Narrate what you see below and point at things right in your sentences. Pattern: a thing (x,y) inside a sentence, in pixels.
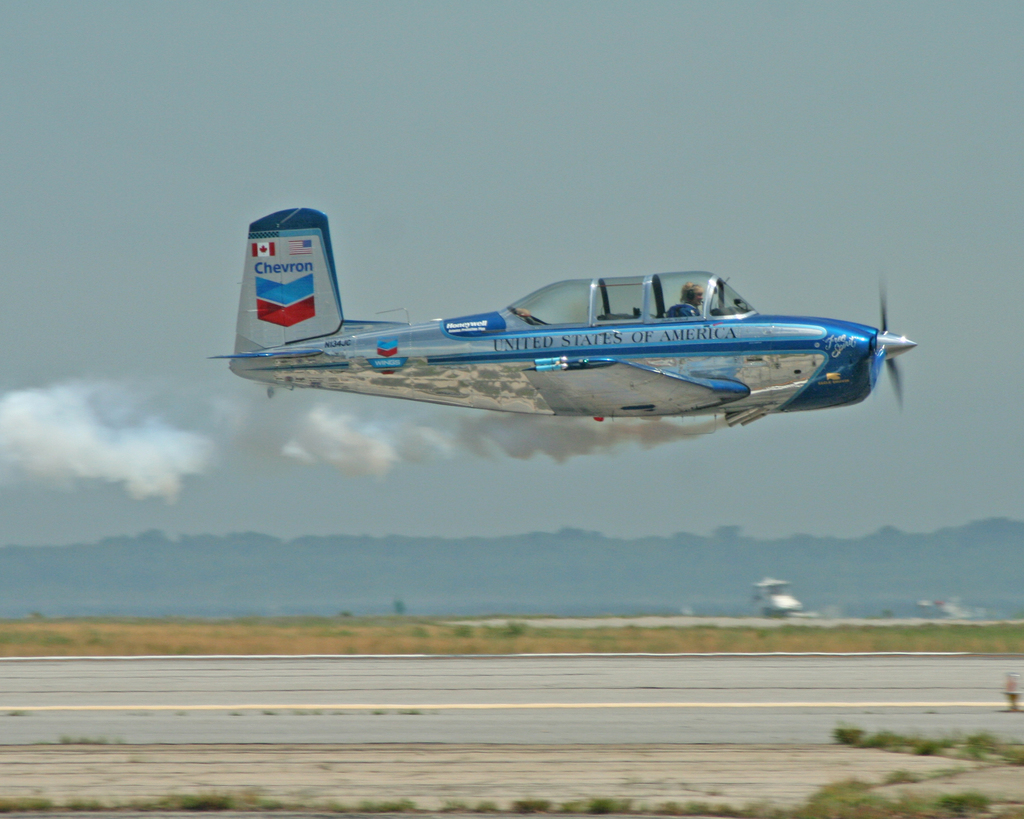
In this image there is an aircraft (400,340) flying in the air (346,305). At the bottom (450,710) there is runway (453,691). At the top (534,85) there is the sky (590,82). It is emitting the smoke (197,442).
